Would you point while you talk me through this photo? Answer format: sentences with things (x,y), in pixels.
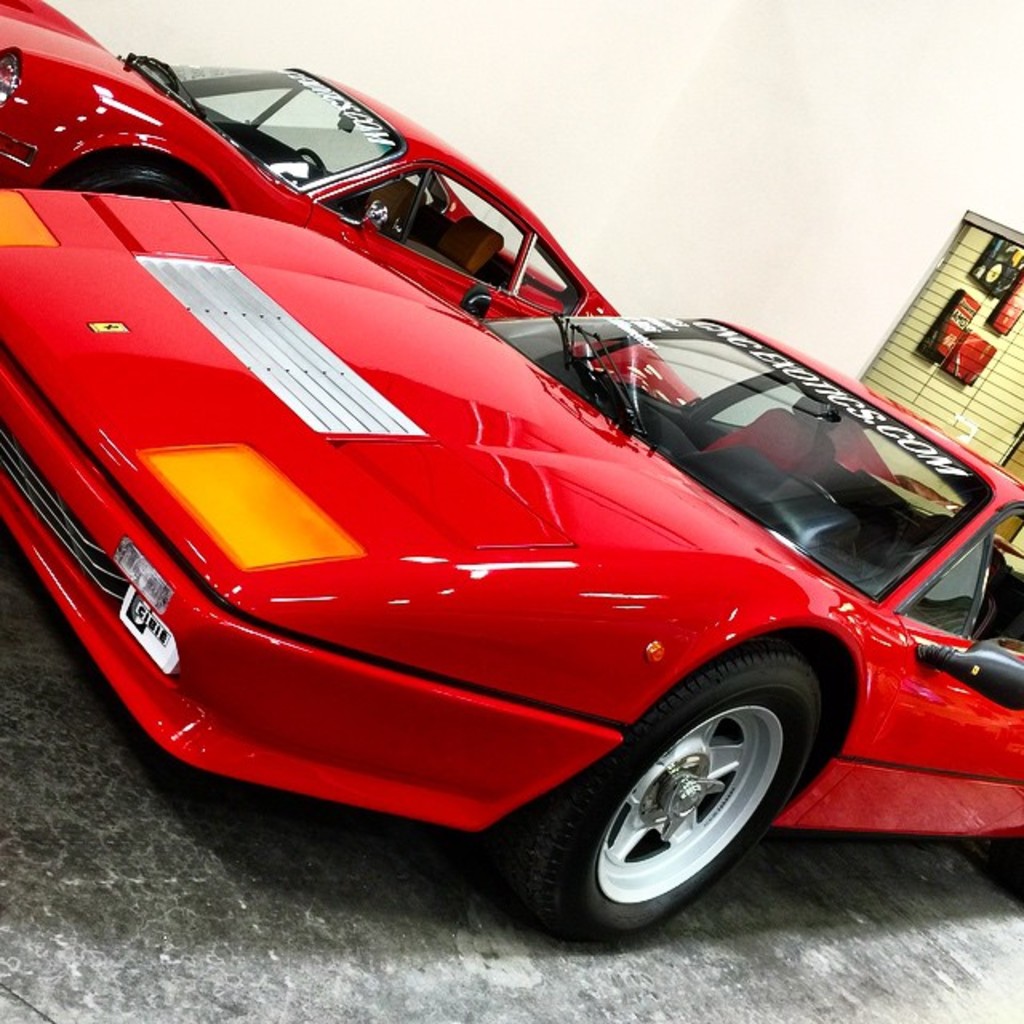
In this image we can see cars (298,371) which are in red color. In the background (637,173) there is a wall (832,177) and a display panel (990,299).
